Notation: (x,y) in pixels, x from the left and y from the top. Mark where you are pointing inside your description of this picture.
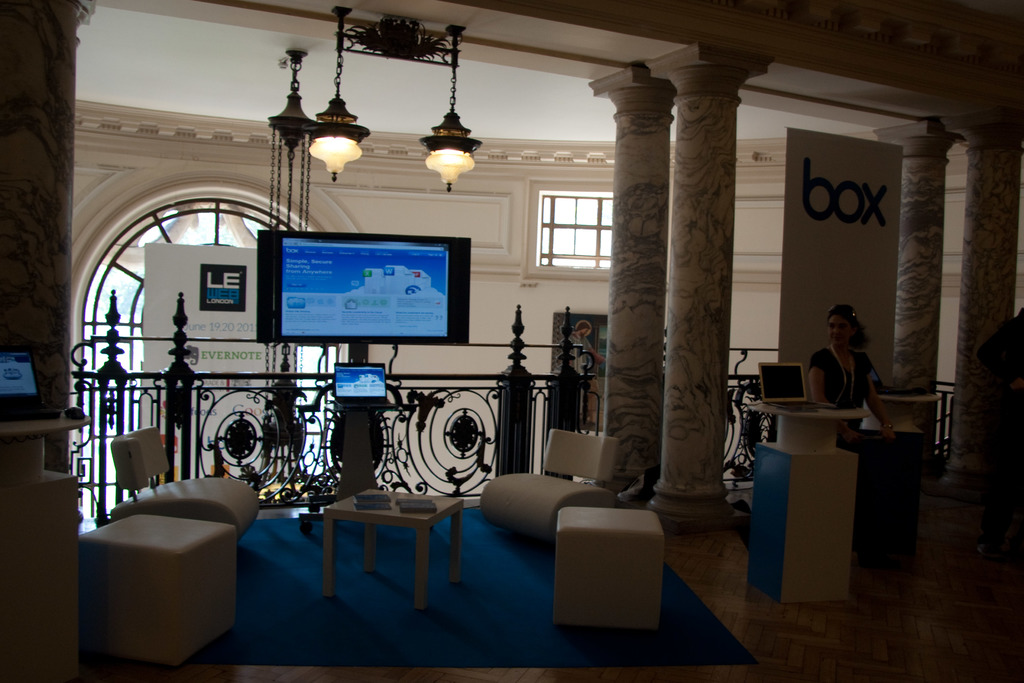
In the image we can see a woman (834,395) wearing clothes (847,398) and she is standing. This is a system (770,383), screen (342,290), sofa (532,487), table (370,546), carpet (446,614), wooden surface (796,637), banner (845,220), fence (483,427), light (460,166), window (561,217) and pillars (702,233).
